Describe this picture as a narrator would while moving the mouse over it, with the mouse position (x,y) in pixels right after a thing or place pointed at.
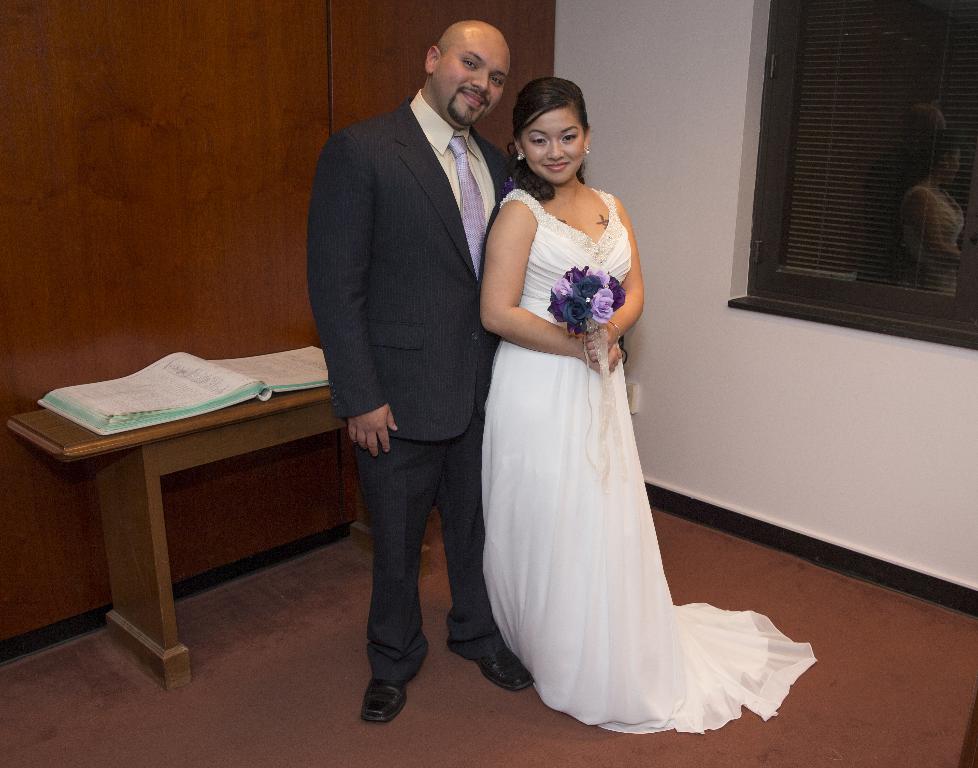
In this image I can see a man (411,387) and a woman (577,371) are standing and smiling. Here I can see a table (189,435) on which there is a book (206,397) on it. Here I can see a wall (693,179) and windows blind (842,257).
